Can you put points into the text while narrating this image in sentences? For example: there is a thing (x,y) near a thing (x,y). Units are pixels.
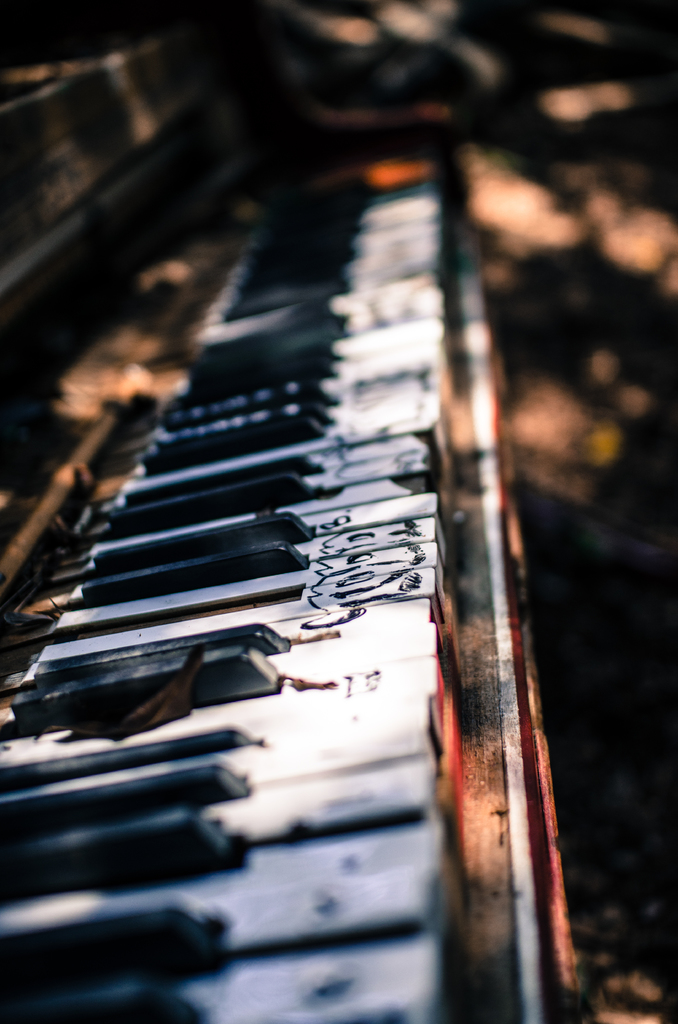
In this image we can see a piano (217,662) and dry leaves (144,718).
